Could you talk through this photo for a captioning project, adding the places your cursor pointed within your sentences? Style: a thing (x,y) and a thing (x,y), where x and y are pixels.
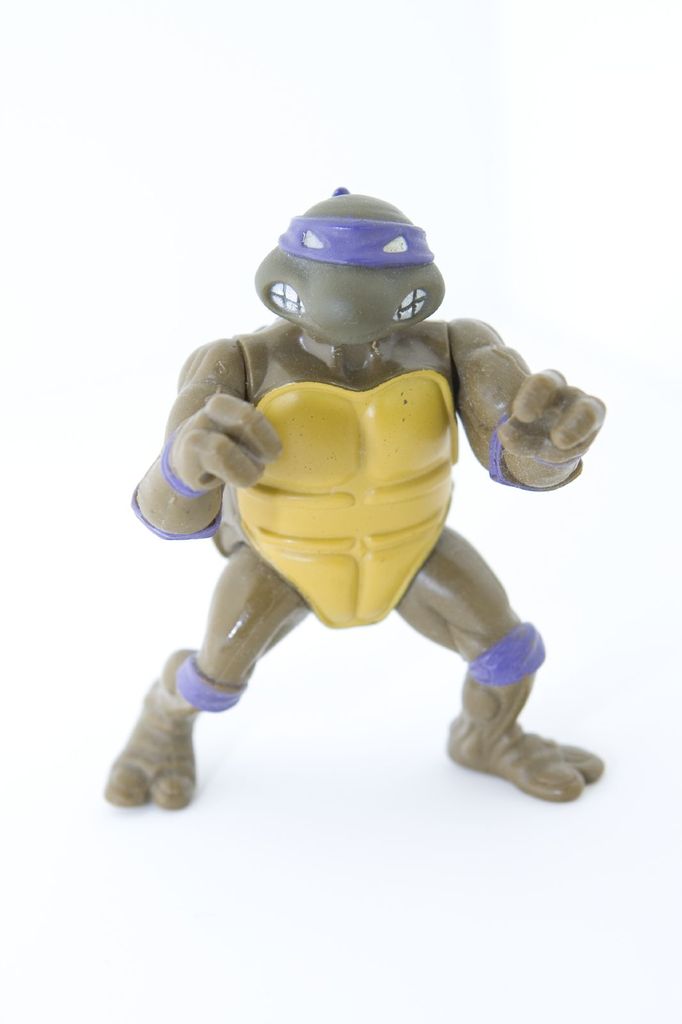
In this image there is a toy (330,340) standing.
